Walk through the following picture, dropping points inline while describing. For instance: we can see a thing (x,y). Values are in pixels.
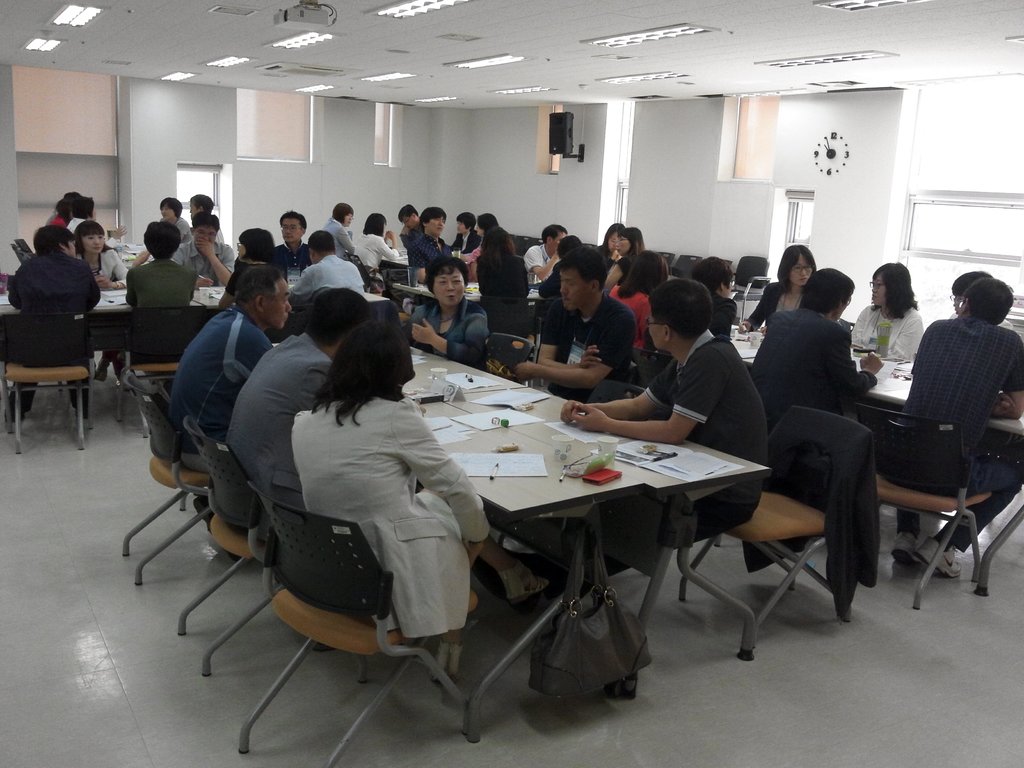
In this picture I can see the group of persons (589,261) who are sitting on the chair (357,537) near to the table (642,472). On the table (655,540) I can see the papers (509,465), pens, glass (571,454), box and other objects (444,397). In the back (51,286) I can see another group of persons (463,246) who are sitting on the chair (67,319) near to the table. At the top (423,5) I can see the tube lights (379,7) and projector machine (311,23) which is placed on the roof (382,67). In the back (565,151) I can see the speaker (569,138) which is placed near to the windows (553,161).
